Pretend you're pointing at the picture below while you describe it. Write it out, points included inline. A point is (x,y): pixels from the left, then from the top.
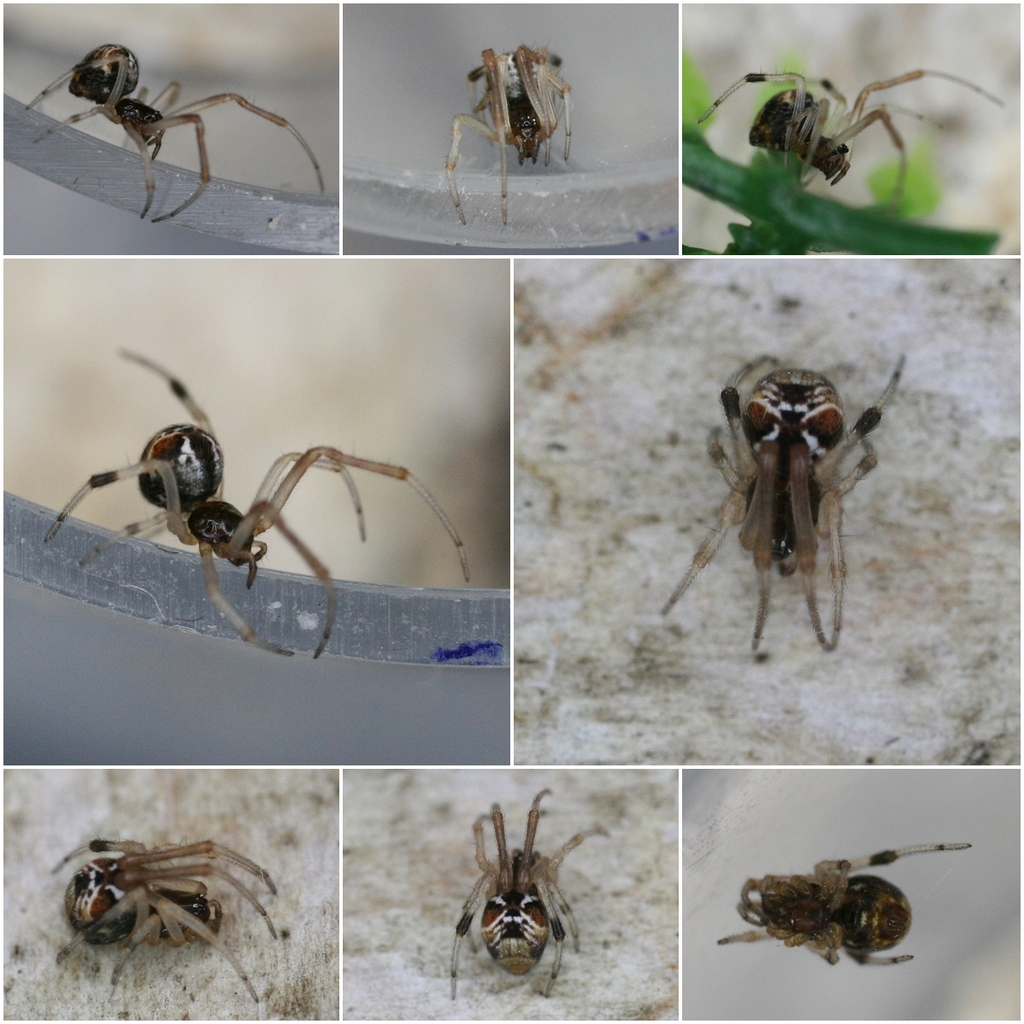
This is a collage image where I can see the spider (824,160) in the white color background.
